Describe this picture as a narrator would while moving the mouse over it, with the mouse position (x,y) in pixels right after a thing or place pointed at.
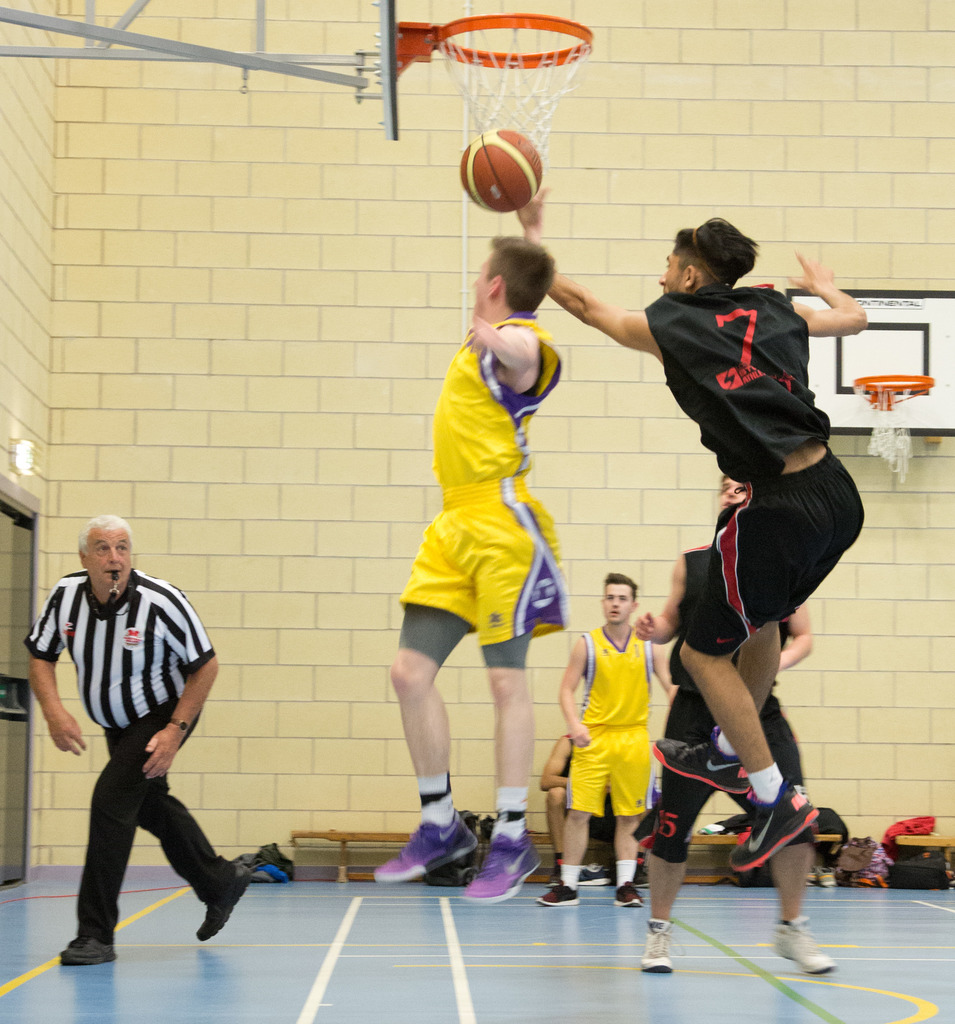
In this picture, we can see a few people (745,593) playing basketball, and we can see an official (104,522), we can see the floor (648,892), and some objects (908,875) on the floor (910,917) like bench (954,841), bags (254,865), and we can see the wall (283,222) with an entrance (25,566) and some object (872,362) attached to it.
